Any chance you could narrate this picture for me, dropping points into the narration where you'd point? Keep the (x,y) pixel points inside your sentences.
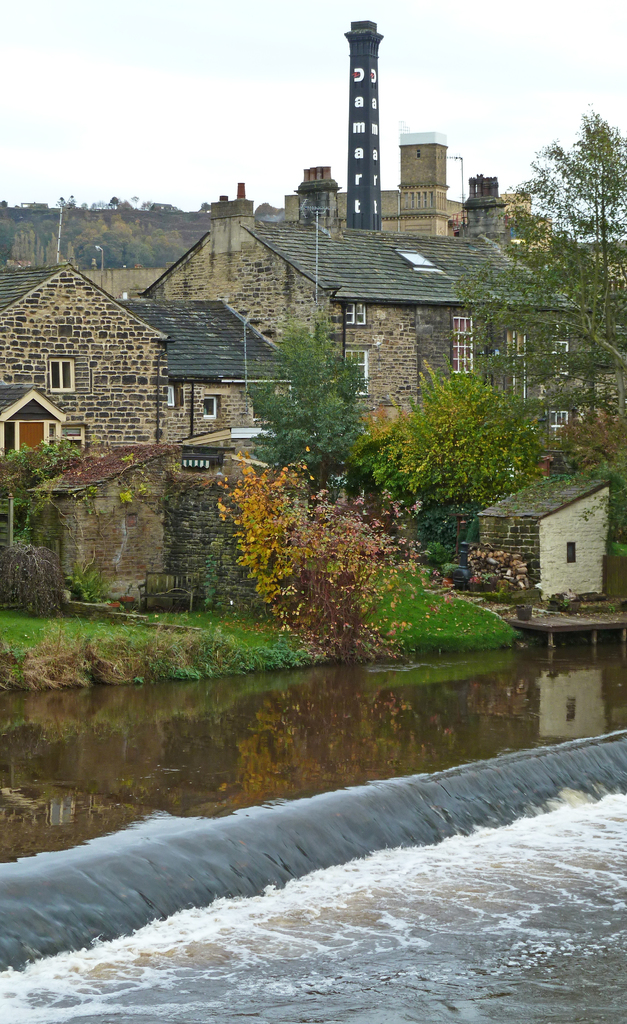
In this image I can see the water (247,930). To the side of the water (262,834) I can see many trees (309,598) and the buildings (140,304). In the background (219,136) I can see the sky (167,136).
